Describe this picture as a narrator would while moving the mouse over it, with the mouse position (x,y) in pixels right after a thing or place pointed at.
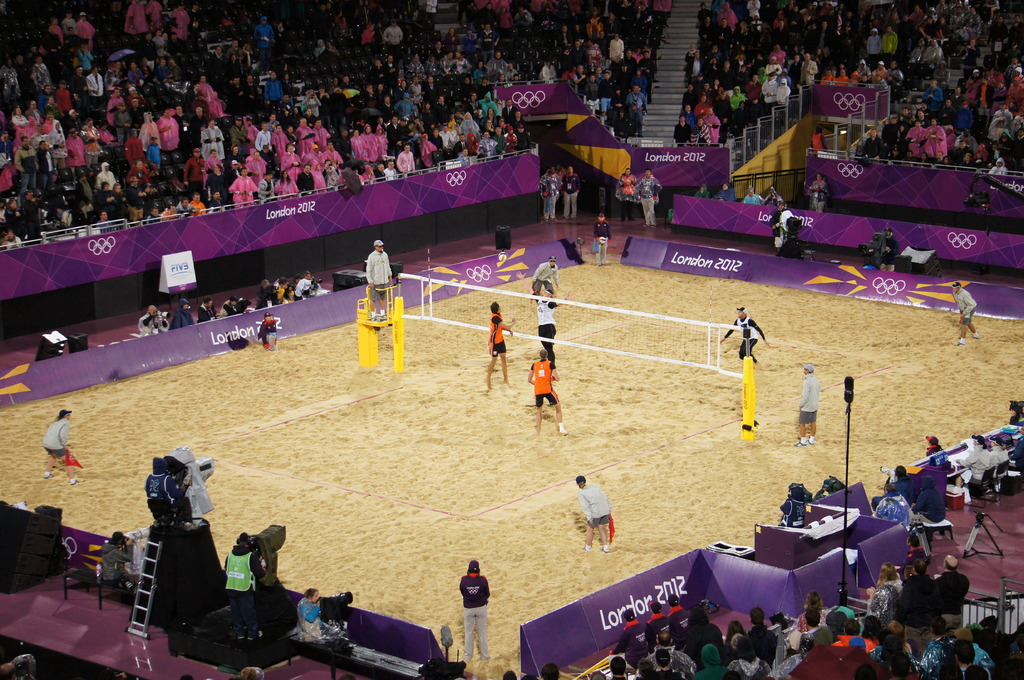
In this picture there people (595,500) playing a game and we can see sand (386,441), net (689,352), poles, hoardings (765,256) and objects (225,641). These are audience (324,114) and we can see chairs (900,91) and steps (668,91).
